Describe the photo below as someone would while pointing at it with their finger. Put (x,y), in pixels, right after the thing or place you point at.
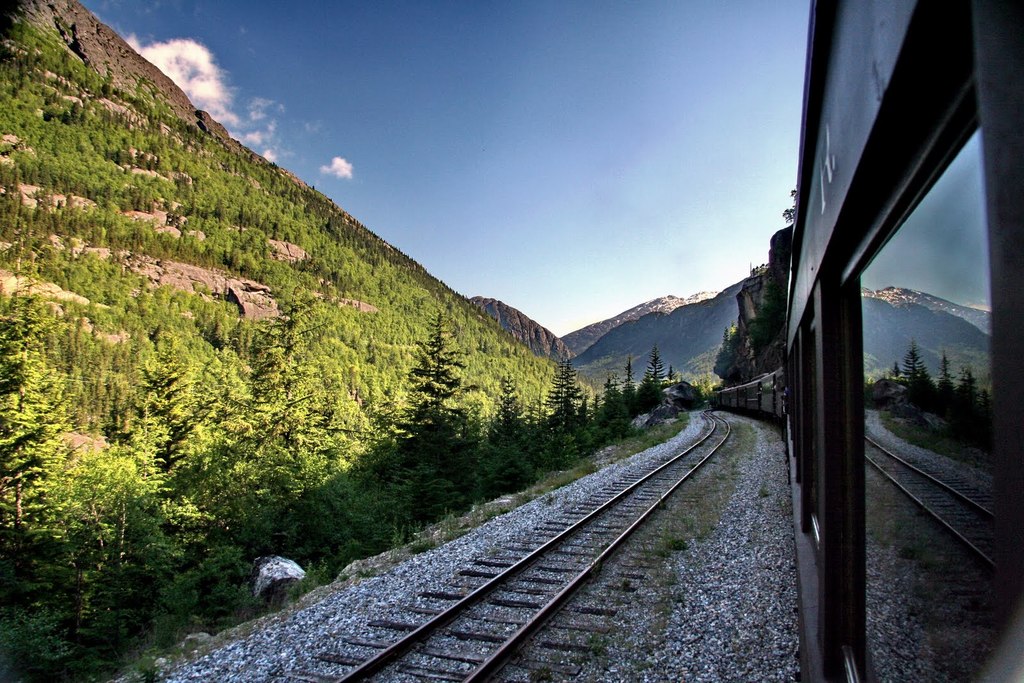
In this image we can see a train (845,470) on the track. We can also see some stones (788,562), plants (370,542), a group of trees (351,542), the hills (596,331) and the sky (574,314) which looks cloudy.
